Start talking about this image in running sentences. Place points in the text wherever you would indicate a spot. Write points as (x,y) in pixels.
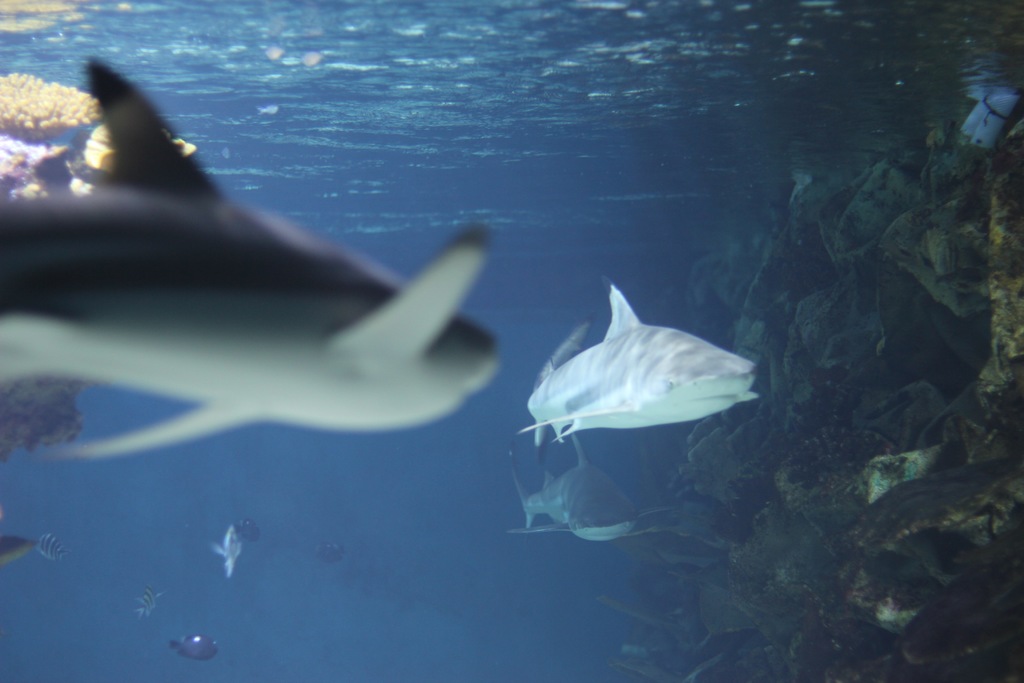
In this picture we can see water (508,152) and fishes (310,364).
